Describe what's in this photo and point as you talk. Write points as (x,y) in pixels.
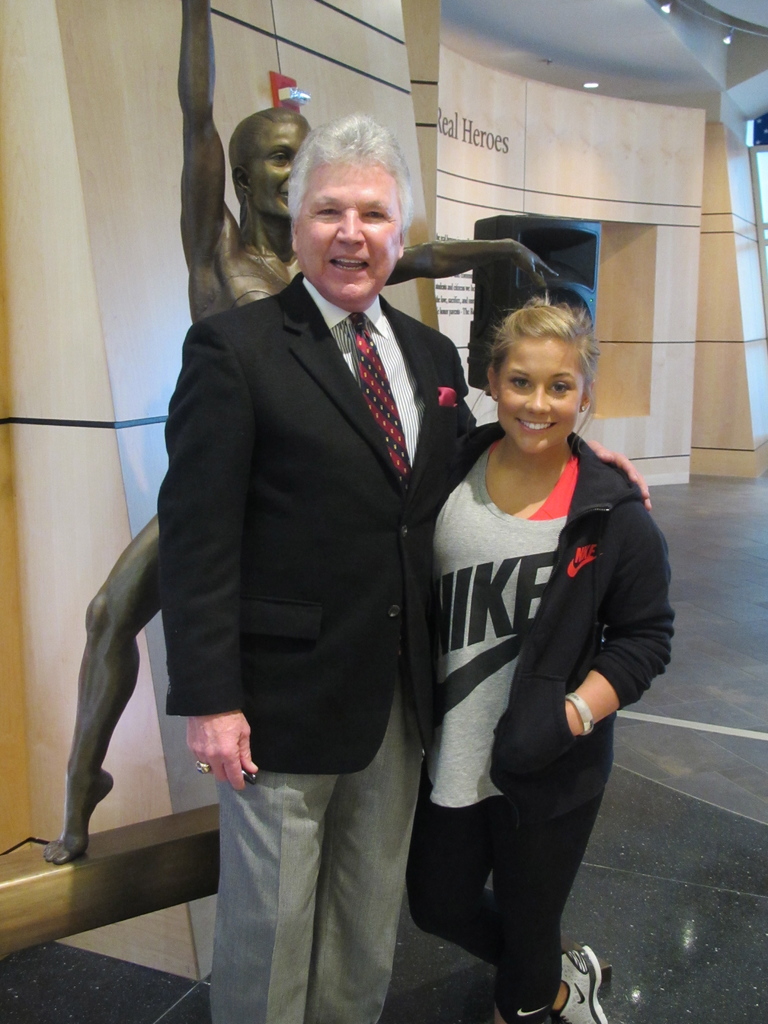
In this image in front (275,460) there are two people (392,497) wearing a smile on their faces (564,381). Behind them there is a statue (232,231). In the background of the image (442,136) there is a wall (473,72). On top of the image (724,40) there are lights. At the bottom of the image (719,864) there is a floor (709,853).
